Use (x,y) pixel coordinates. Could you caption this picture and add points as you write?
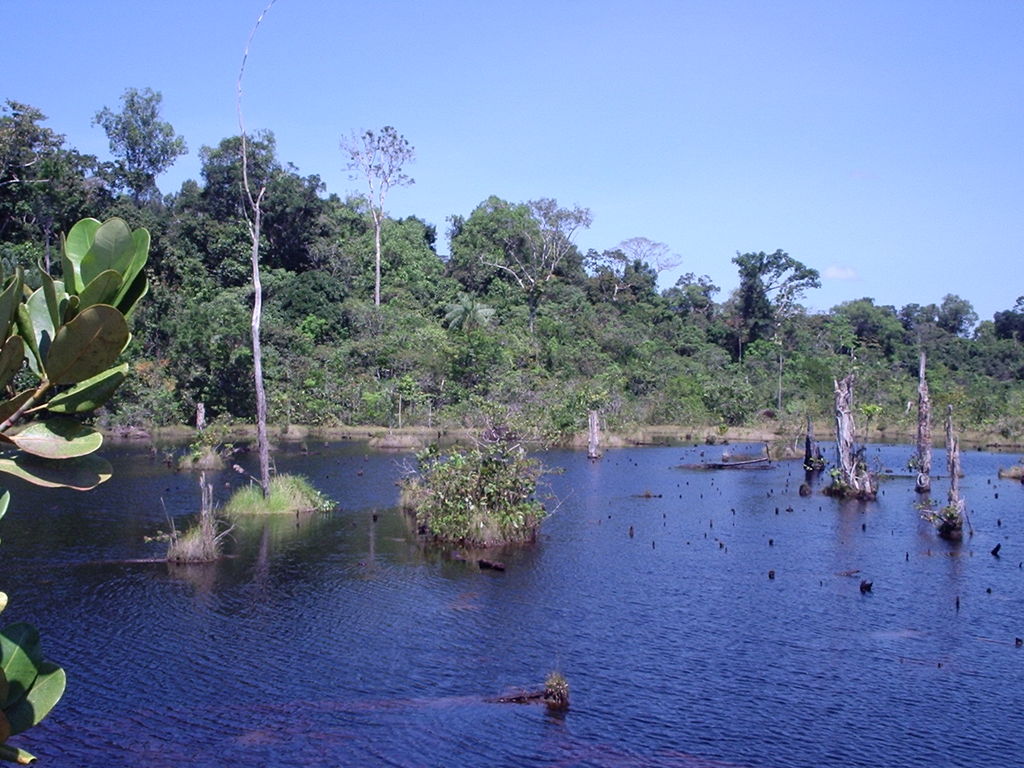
In this image there is the water (415,614). There are plants (490,461) and tree trunks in the water (238,461). In the background (399,309) there are trees (714,312) on the ground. At the top (541,56) there is the sky (507,56).
